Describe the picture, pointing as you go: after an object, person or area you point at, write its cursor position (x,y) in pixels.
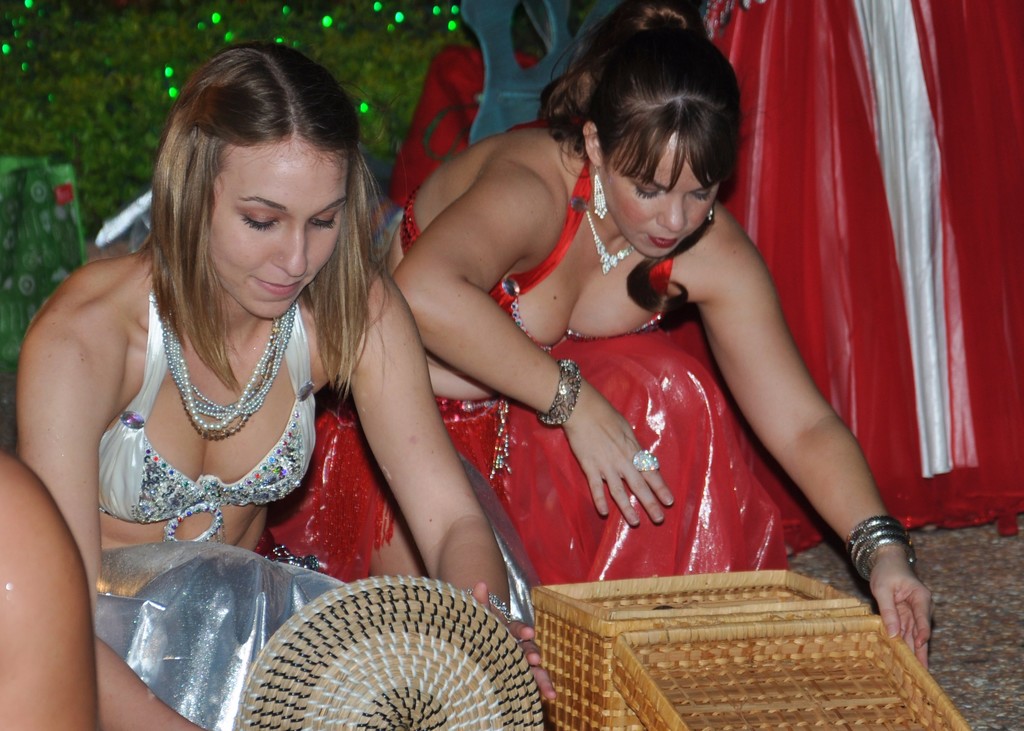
In the center of the image (537,385) we can see two persons (498,439) are sitting and they are in different costumes (528,440). And they are holding some objects (630,601). And the left side (203,560) woman (262,486) is smiling, which we can see on her face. In the background (870,154), we can see trees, lights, one chair (529,75), one bag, dress (857,140) and a few other objects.
